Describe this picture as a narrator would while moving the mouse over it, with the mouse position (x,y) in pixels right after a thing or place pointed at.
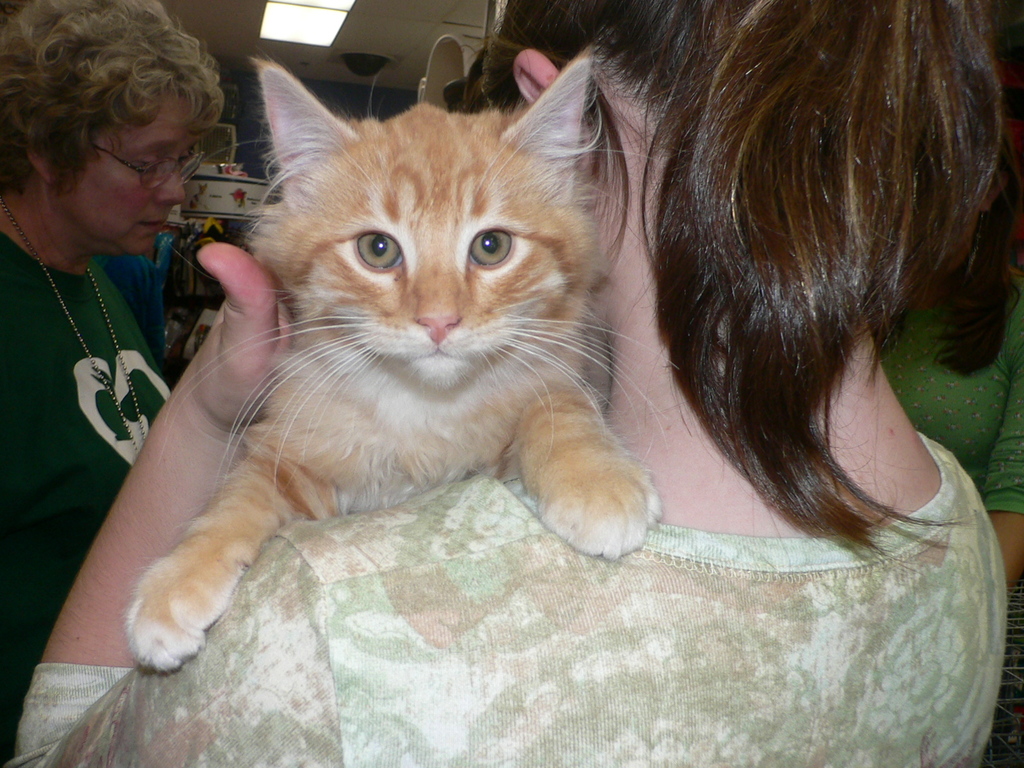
In the center of the image (656,449) we can see one person (567,589) is standing and she is holding a cat (505,371), which is in white and brown color. In the background (227,128), we can see the lights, hangers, clothes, one banner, few people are standing and a few other objects (177,302). On the banner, we can see some text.
